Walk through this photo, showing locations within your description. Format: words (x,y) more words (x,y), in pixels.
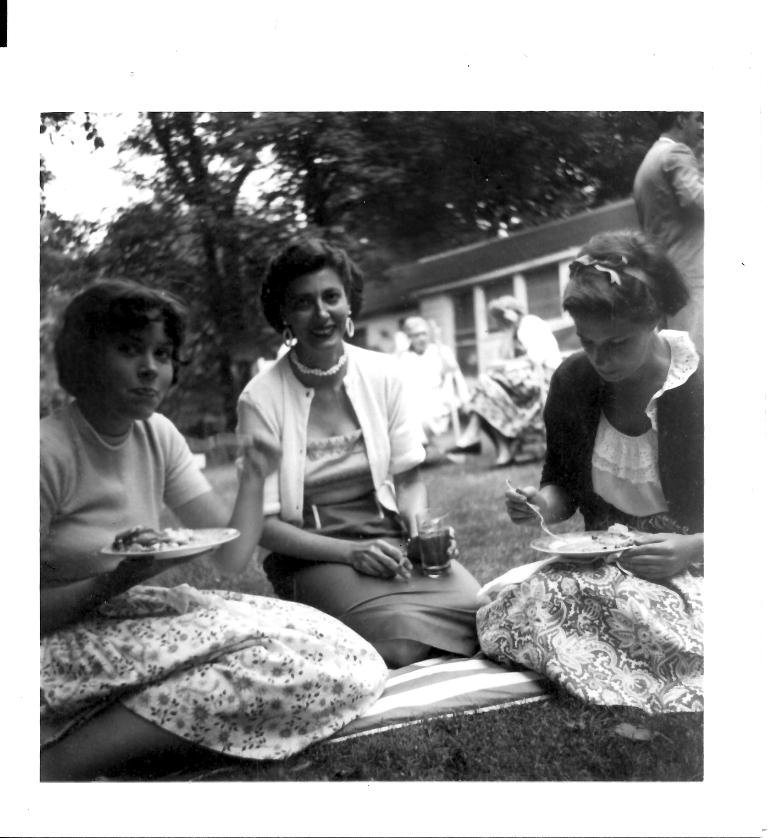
This is a black and white image. In this image we can see three women (350,475) sitting on the ground (502,501). In that two women (327,645) are holding the spoons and plates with some food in it and the other is holding a glass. On the backside (537,423) we can see some people (543,415), grass (447,478), trees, a building (477,344) and the sky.
